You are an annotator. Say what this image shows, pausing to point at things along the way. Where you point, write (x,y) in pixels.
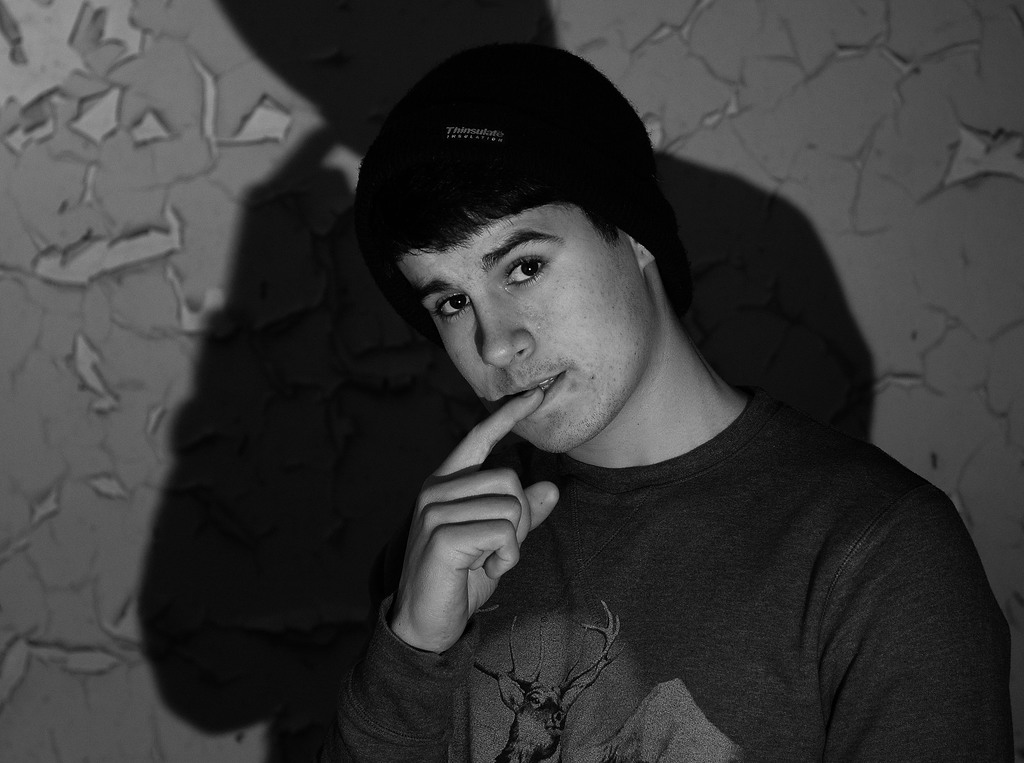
Black and white picture. This man (576,257) is looking forward. On the wall (287,277) there is a shadow (342,328) of this person (508,344).
